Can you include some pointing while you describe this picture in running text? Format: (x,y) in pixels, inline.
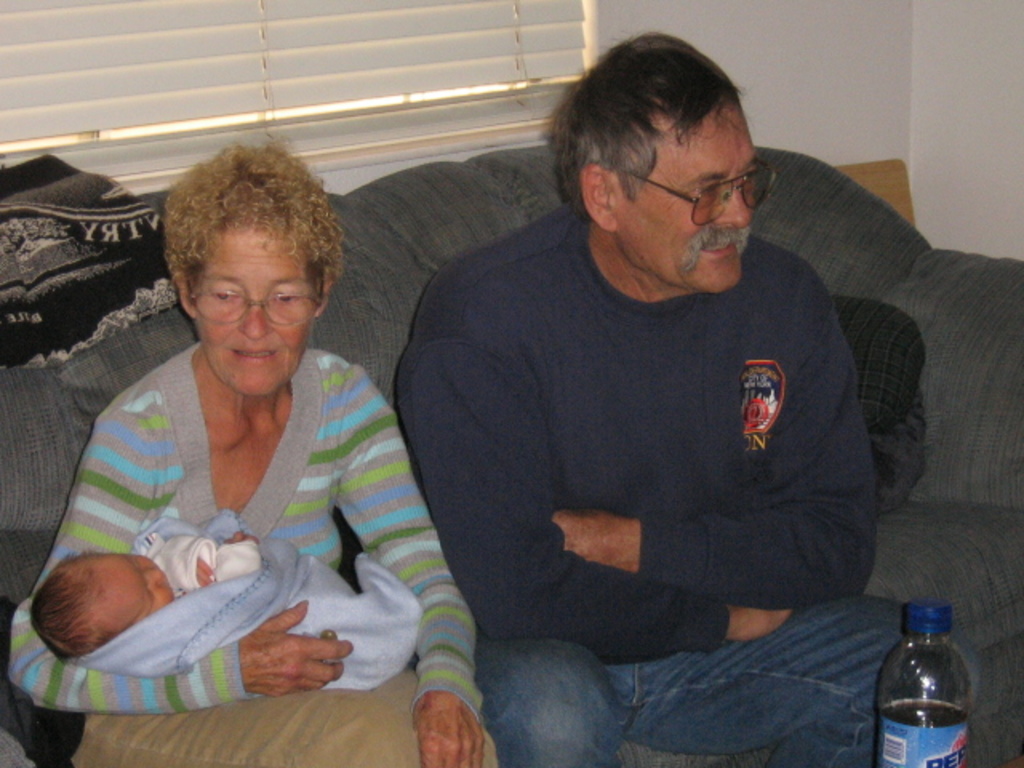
There is a room (730,351). They are sitting in a room (39,135). There is a table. There is a bottle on a table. She is holding a baby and she is wearing spectacle (257,296).
